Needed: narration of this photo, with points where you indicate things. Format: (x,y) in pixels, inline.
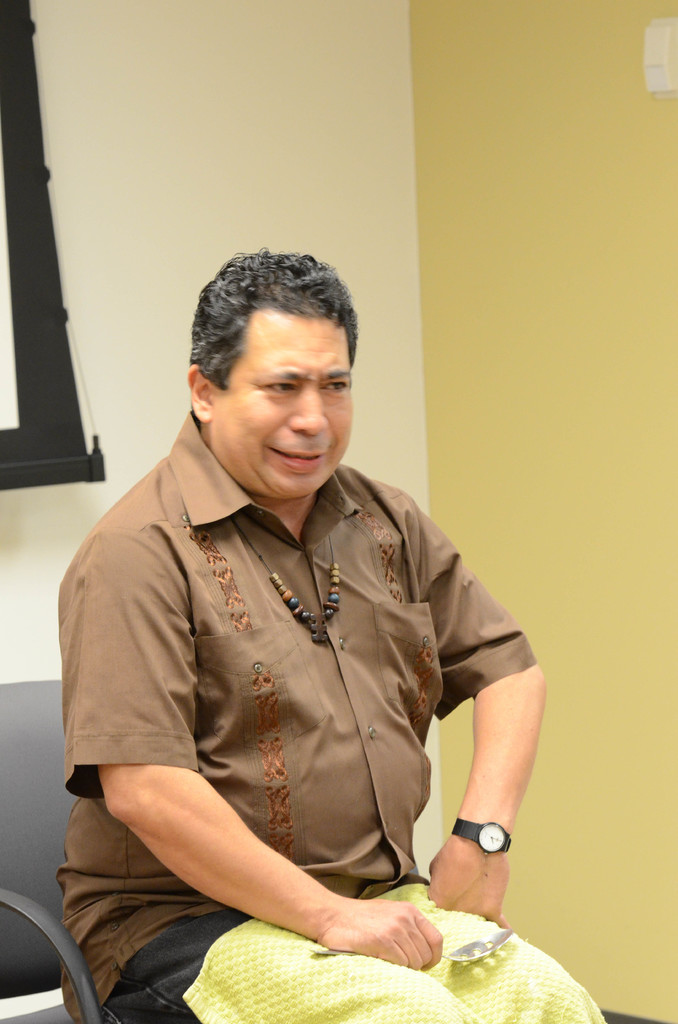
In this image I can see a person (211,670) sitting on the chair (46,980). In the background (310,213), I can see the wall (395,128).
